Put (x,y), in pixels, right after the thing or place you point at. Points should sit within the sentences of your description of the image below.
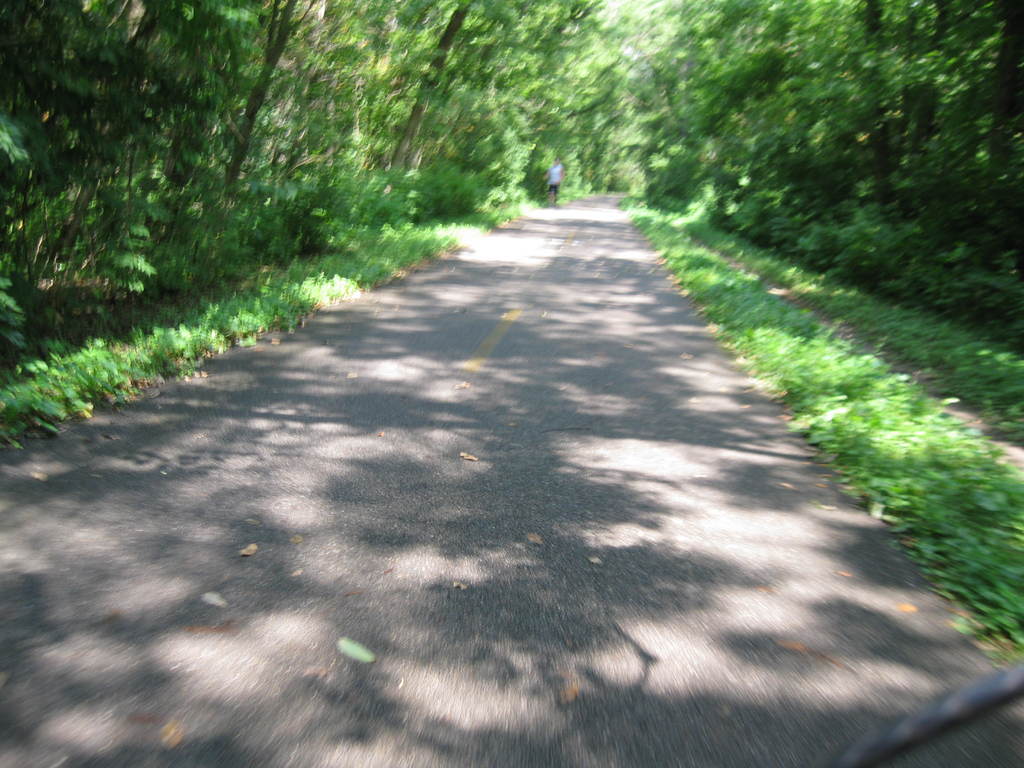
In this image we can see a person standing on the road (453,465). We can also see some plants (228,267) and a group of trees (859,276).
